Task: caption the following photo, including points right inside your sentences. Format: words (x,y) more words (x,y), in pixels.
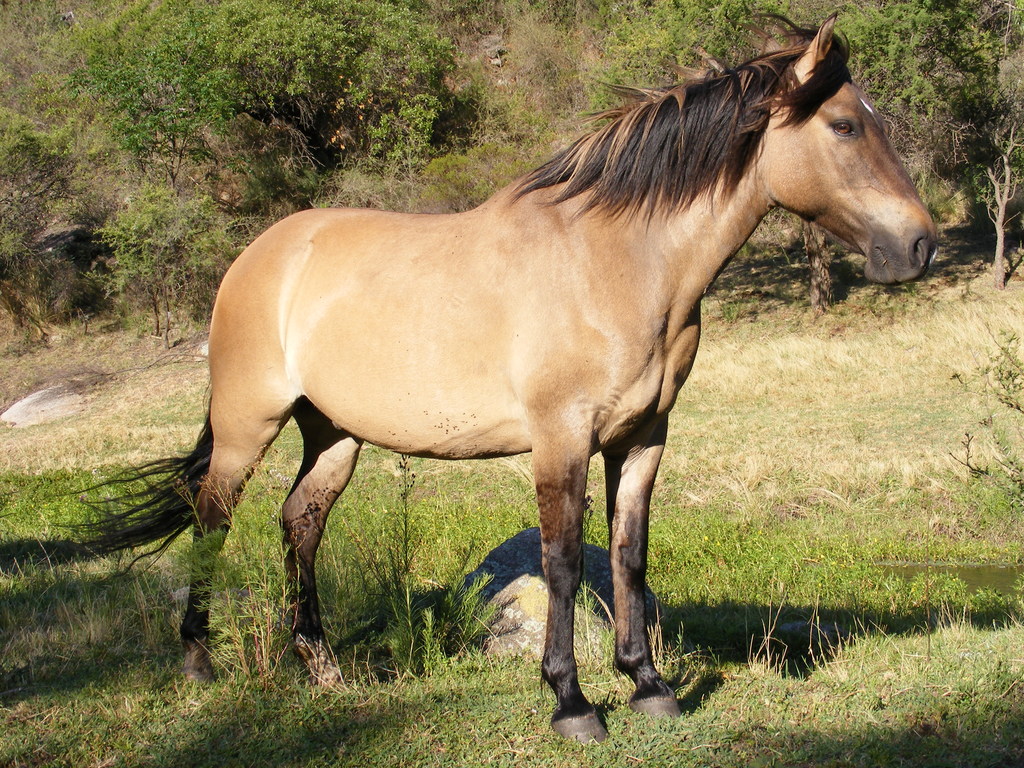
In the foreground of this image (483,373), there is a horse (461,383) standing on the grass (430,721). We can also see a stone (536,581) behind it. In the background (401,130), there are trees (378,107).
